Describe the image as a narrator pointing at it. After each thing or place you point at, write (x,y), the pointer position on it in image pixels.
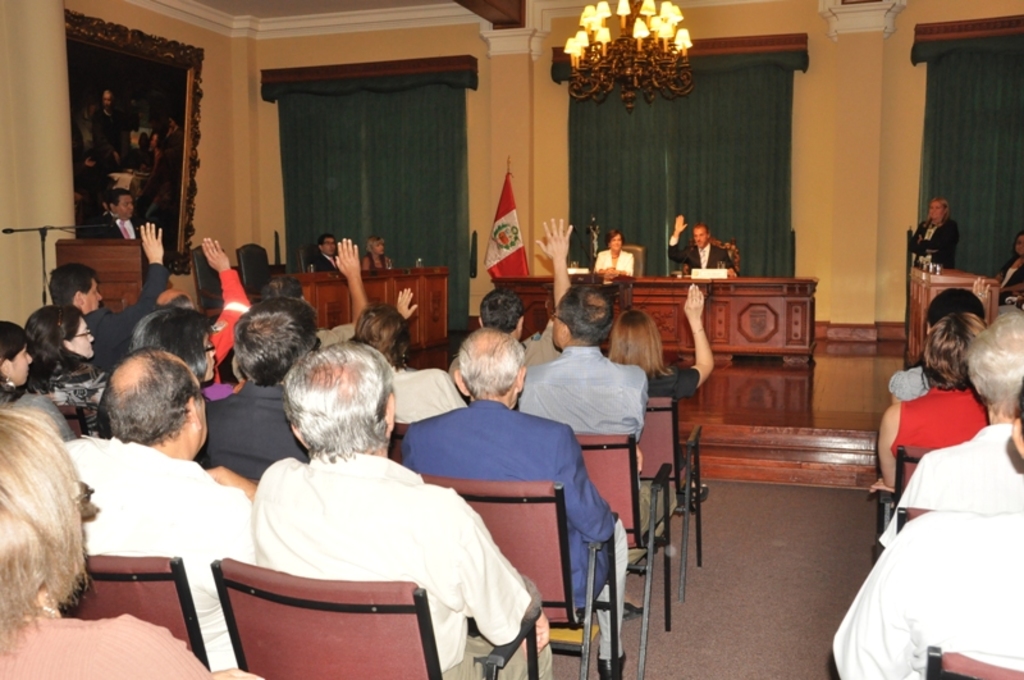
In this picture we can see some persons (471,648) are sitting on the chairs (291,581). This is floor (784,564) and there is a table (753,295). Here we can see a green color curtain (425,166). This is the wall (236,145) and there is a frame (121,125) on the wall (219,142). This is ceiling light (579,65).
